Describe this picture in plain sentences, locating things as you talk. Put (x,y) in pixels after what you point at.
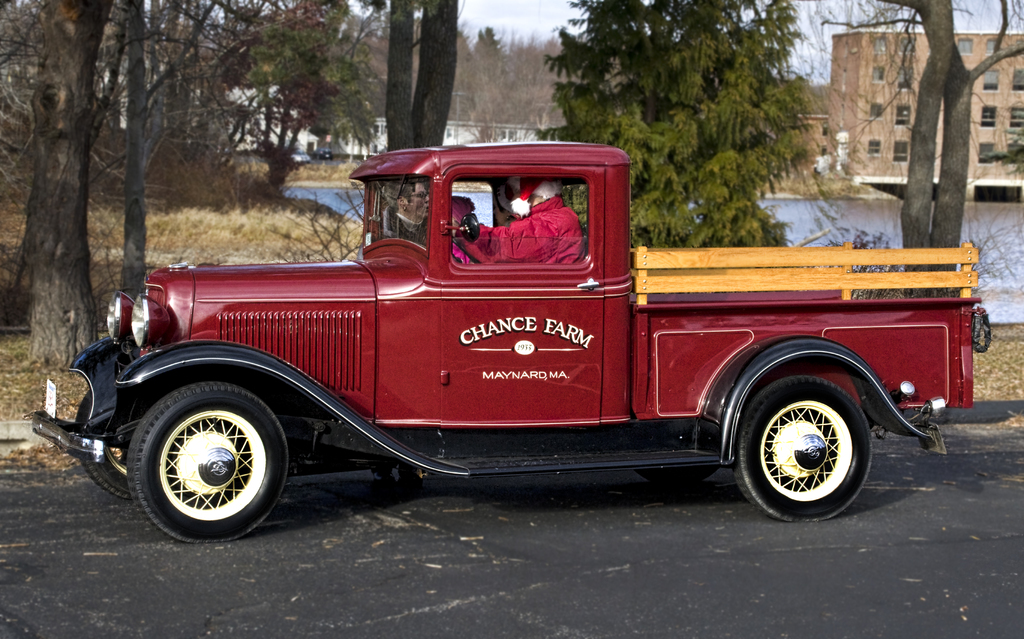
In this picture there is a man (516,219) who is sitting inside the red car (509,398). In the background (112,119) I can see the trees (479,72), plants (828,183), grass (817,193), bridge (969,180) and building (983,169). At the bottom (538,581) there is a road (534,557).
